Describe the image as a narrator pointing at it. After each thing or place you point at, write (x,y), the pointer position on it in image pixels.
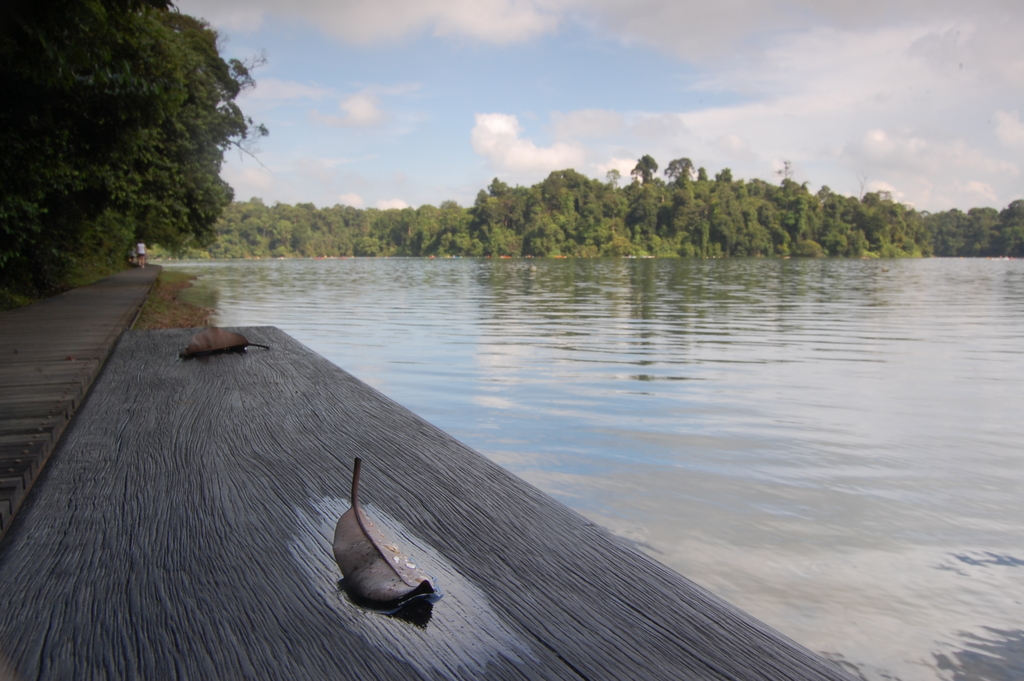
In this picture there are trees (122,84). On the left side of the image (15,381) there is a person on the pavement (117,303). In the foreground (115,371) there are leaves (398,605) on the wooden object (226,467). At the top (767,111) there is sky (961,130) and there are clouds (801,117). At the bottom (758,521) there is water (663,502).
